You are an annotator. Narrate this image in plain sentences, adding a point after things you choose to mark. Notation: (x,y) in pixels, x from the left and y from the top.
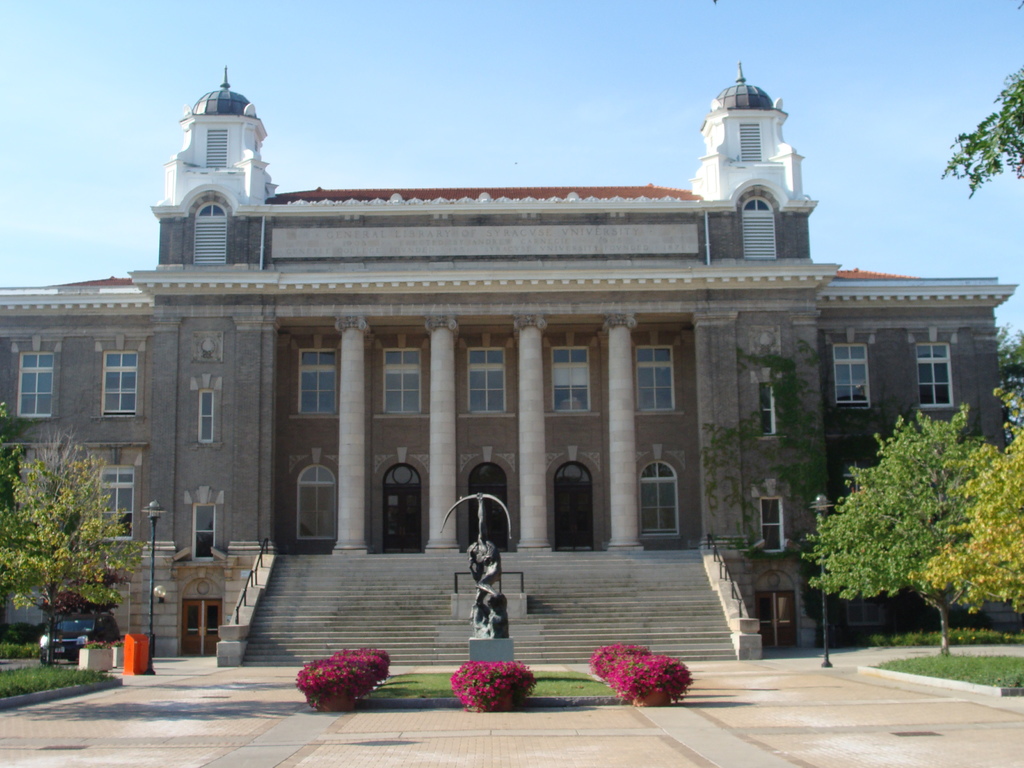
At the bottom of the image (446,693) there is a floor (587,666) with plants (344,692) and pink flowers (509,681) and in the middle of them there is a statue (488,585). On the left side of the image (43,516) there are trees (45,578) and also there is grass (54,671). On the right side of the image (1007,557) there are trees (1005,553) and also is grass (952,673). In the background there is a building (628,494) with walls (805,512), pillars (634,437), glass windows (570,476), doors (416,517) and there are poles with lamps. In front of the building (166,529) there are steps (283,602) with railing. At the top of the image (536,60) there is a sky (596,64).
